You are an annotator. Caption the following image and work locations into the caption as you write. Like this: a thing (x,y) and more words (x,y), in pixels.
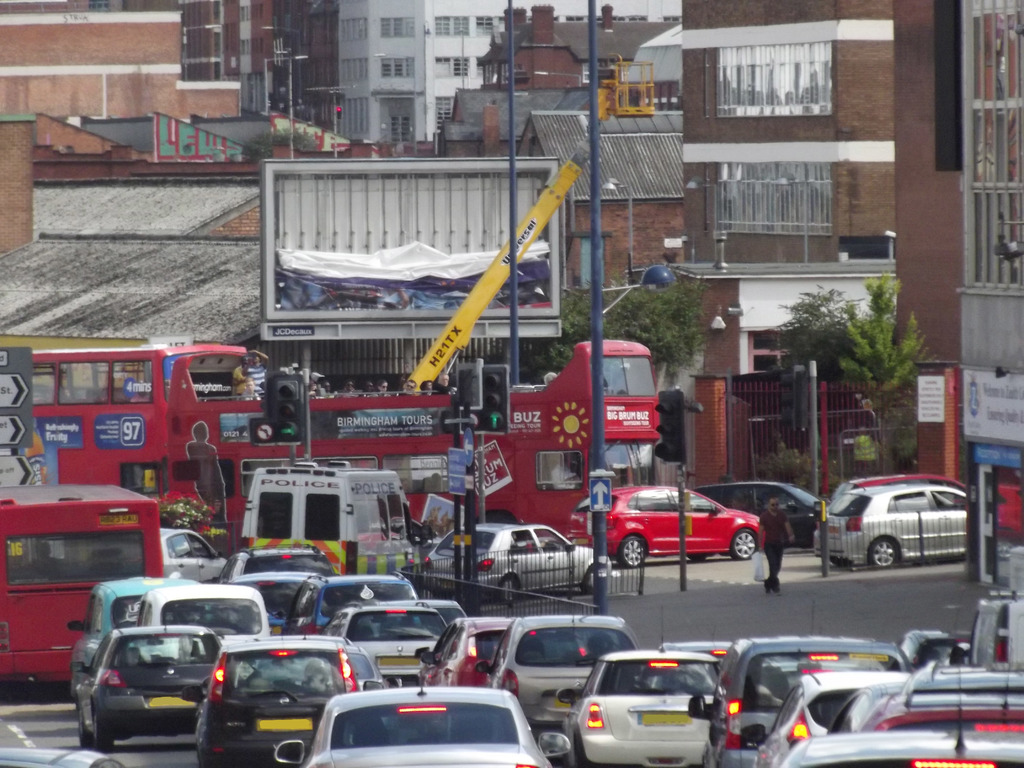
This image consists of cars (294,607) and buses (439,467) on the road (684,583). In the background (743,159), there are many buildings (975,222). In the middle (493,293), there is a crane (483,311). And we can see the trees (623,325). At the bottom (868,635), there is a road (764,595).
